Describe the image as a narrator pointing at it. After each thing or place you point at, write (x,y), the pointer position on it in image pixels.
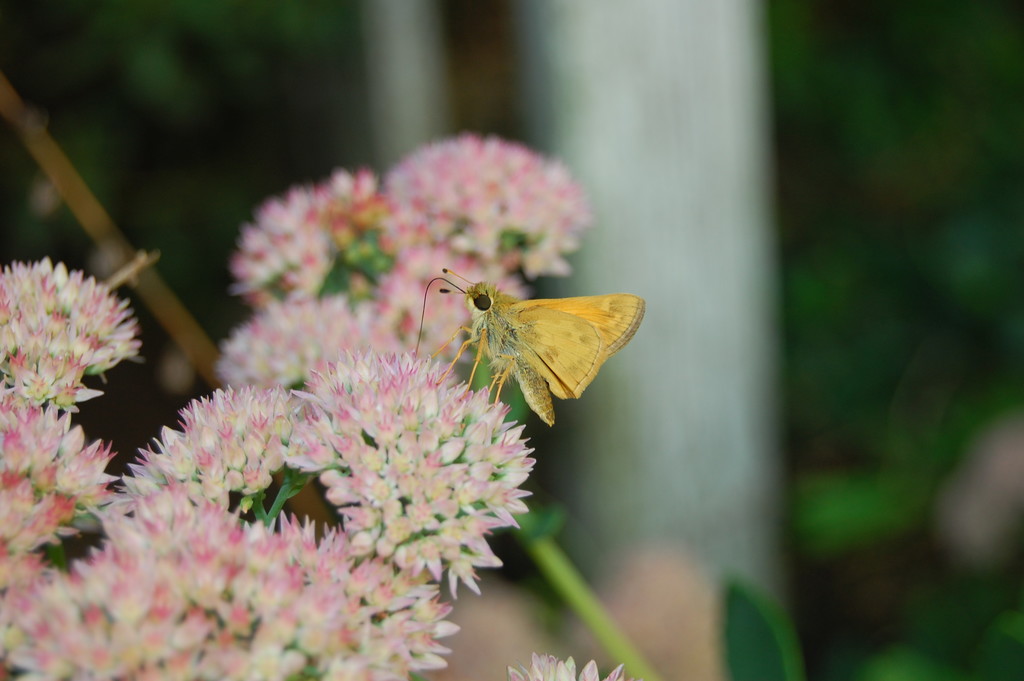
On the left side of this image (106,449) I can see few flowers (352,495). On the flower (434,396) there is a butterfly (539,339) which is facing towards the left side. The background (35,218) is blurred.
